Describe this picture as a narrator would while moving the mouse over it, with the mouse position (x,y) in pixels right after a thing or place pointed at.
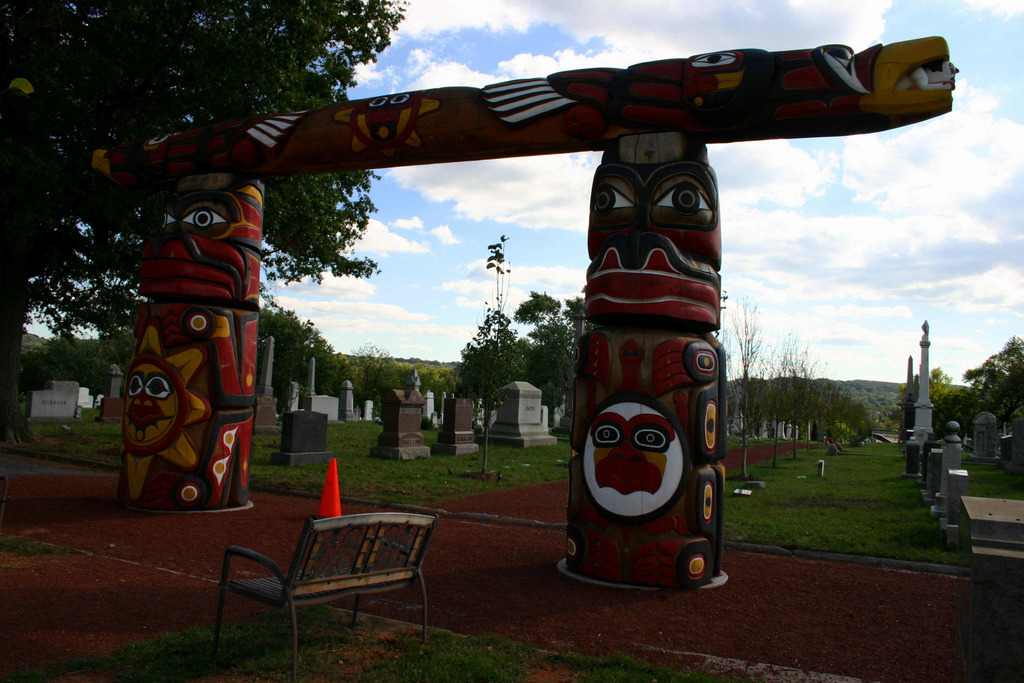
in this image there is one bench (280,570) at bottom of this image (359,535) and there is one monument (207,290) in middle of this image (416,454) and there are some other monuments (402,449) as we can see in middle of this image (503,385) and there are some trees (134,116) in the background (859,400) and there is a mountain (889,404) at right side of this image (850,391) and there is a sky (810,159) at top of this image (503,190).
